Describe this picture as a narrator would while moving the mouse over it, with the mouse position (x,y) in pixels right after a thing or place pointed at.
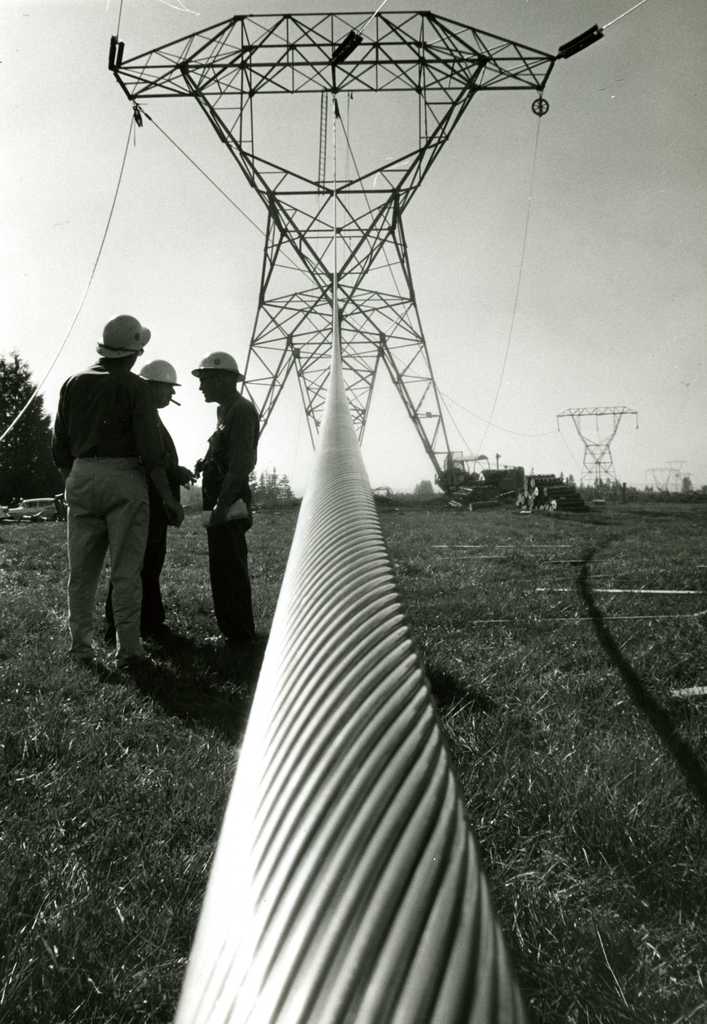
On the left side of the image (233,606) I can see people (94,483), vehicle (21,513) and trees (19,470). Land (656,778) is covered with grass (20,639). In the middle of the image (318,386) there is a tower (417,394) and wire (330,869). On the right side of the image (557,488) there are towers (654,490) and objects (548,487). In the background of the image (558,443) there is a sky (287,131).
